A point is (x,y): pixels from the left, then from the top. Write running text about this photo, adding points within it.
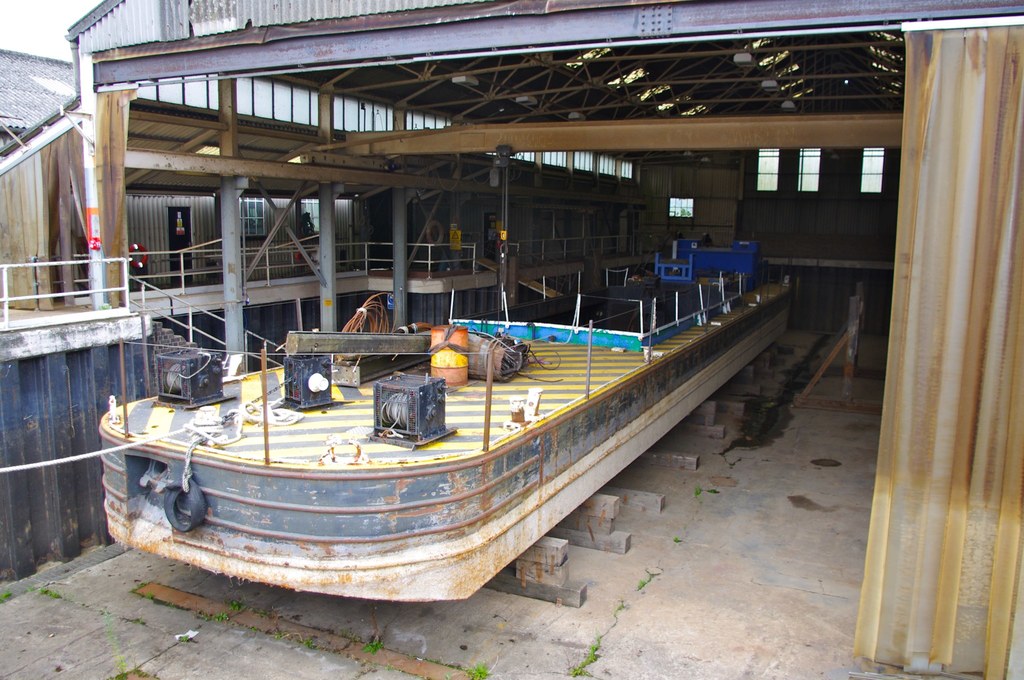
In this image we can see a shed (156,225) and a building (339,263), there are poles (327,255), lights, metal rods (601,105), windows (343,108) and some other objects (208,422), also we can see an object (347,485), which looks like a boat (380,466).
